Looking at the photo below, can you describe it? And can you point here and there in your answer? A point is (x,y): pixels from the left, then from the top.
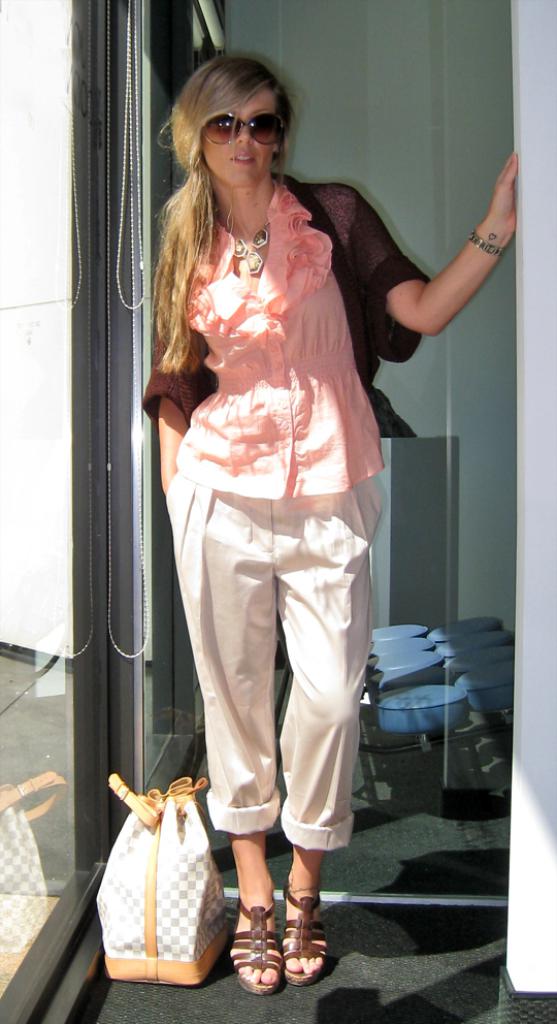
A lady (280,373) with pink shirt (276,348) and maroon jacket (358,250) is standing. She is wearing goggles (228,131) beside her there is a bag (183,867). To the left side (102,128) there is a door (96,251) with glass (52,476). And to the right side (414,676) there are blue color items (390,660).
